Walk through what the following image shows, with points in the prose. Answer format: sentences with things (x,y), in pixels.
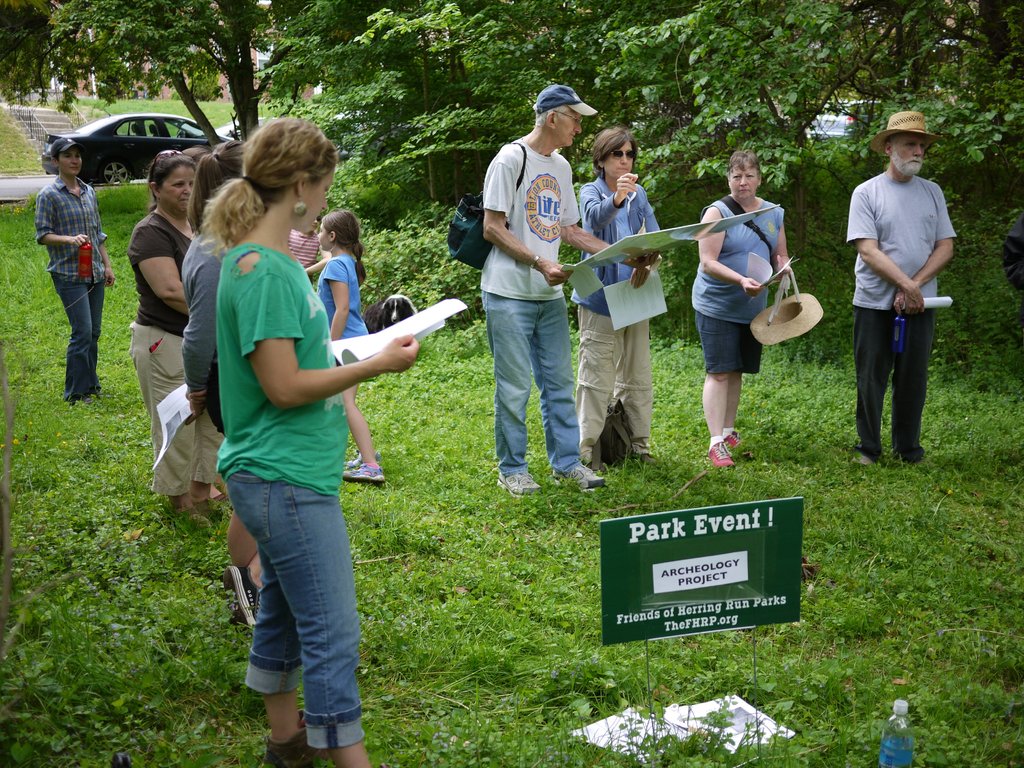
In the picture I can see few persons (357,362) standing on a greenery ground (445,627) and holding an object (618,259) in their hands (556,280) and there is an object (690,568) in front of them which has something written on it and there are trees (771,108) in the right corner (790,141) and there is a vehicle (129,128) and some other objects (79,92) in the background (120,166).
